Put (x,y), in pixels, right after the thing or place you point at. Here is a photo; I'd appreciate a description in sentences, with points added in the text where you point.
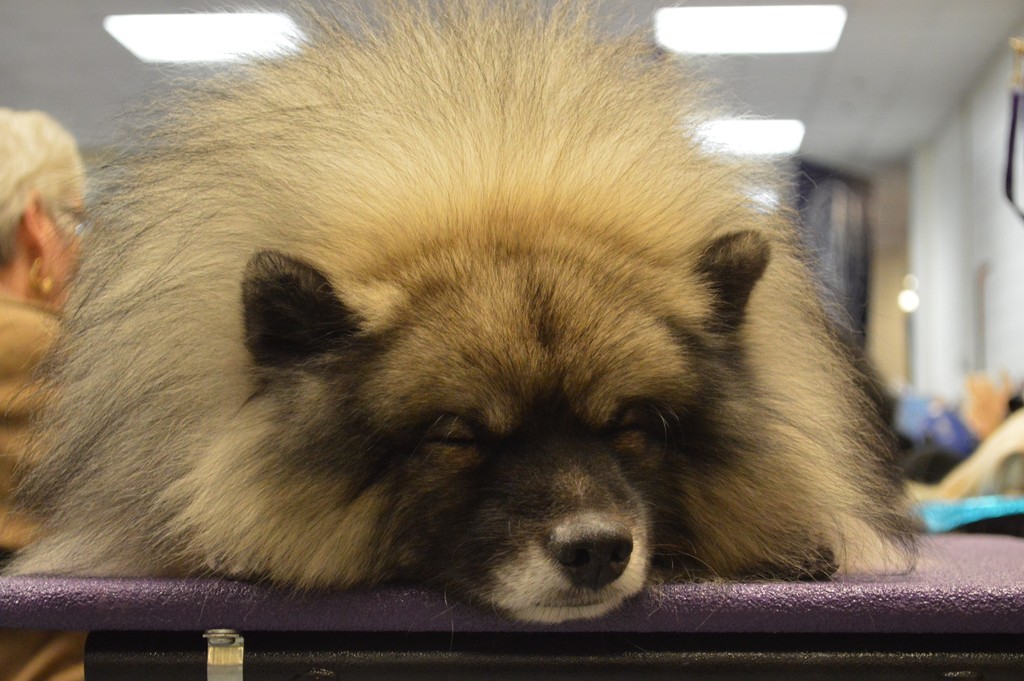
In this image we can see an animal (549,402) placed on the surface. On the backside (33,339) we can see a person (78,214) and a roof (122,68) with some ceiling lights (217,44).
